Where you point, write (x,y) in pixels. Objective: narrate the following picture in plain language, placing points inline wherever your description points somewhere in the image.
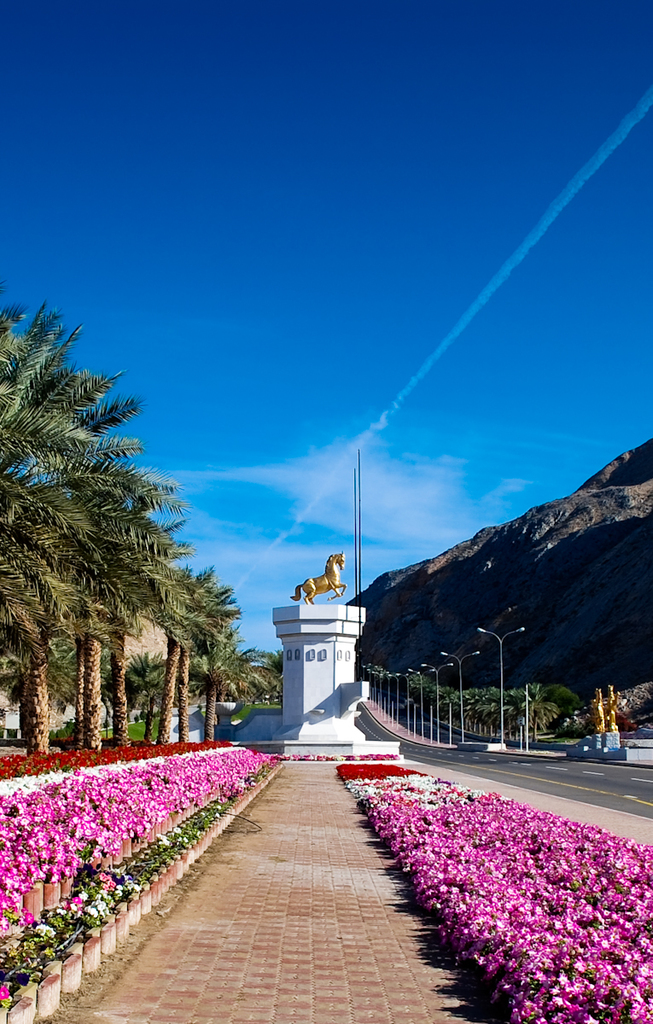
In the picture I can see pink color flowers (127,832), I can see the pathway (246,923), horse statue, trees (218,694), light poles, hills (622,537) and the blue color sky (339,469) with clouds (312,454) in the background (260,626).
